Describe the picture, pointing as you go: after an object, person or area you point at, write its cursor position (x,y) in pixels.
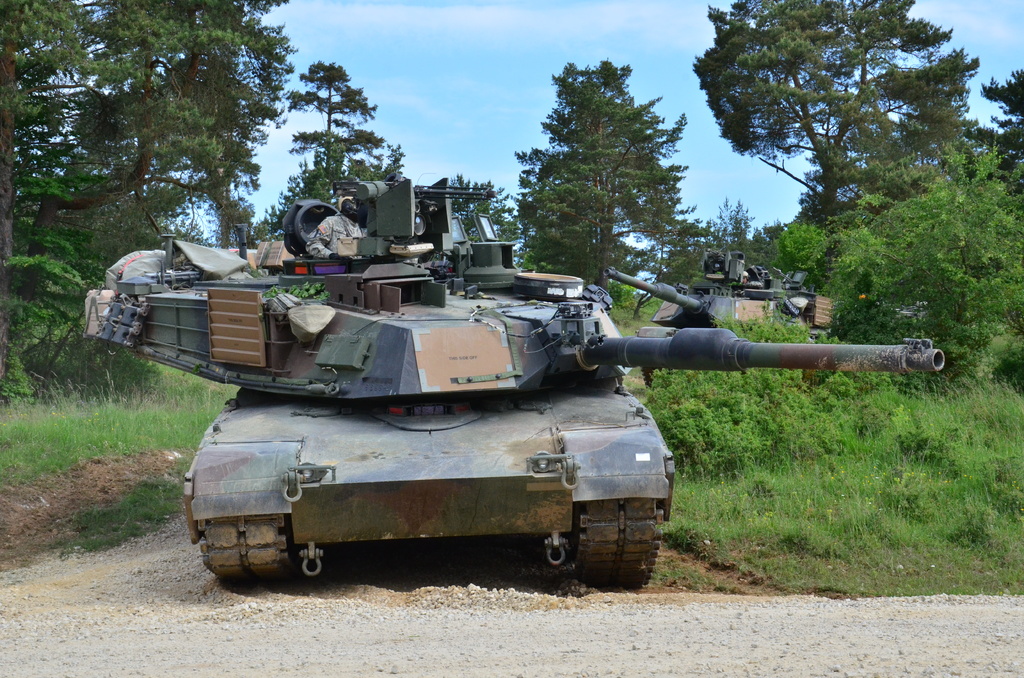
In this image I can see a vehicle (331,493). Background (567,180) I can see trees (595,199) in green color and sky (434,102) in blue and white color.
